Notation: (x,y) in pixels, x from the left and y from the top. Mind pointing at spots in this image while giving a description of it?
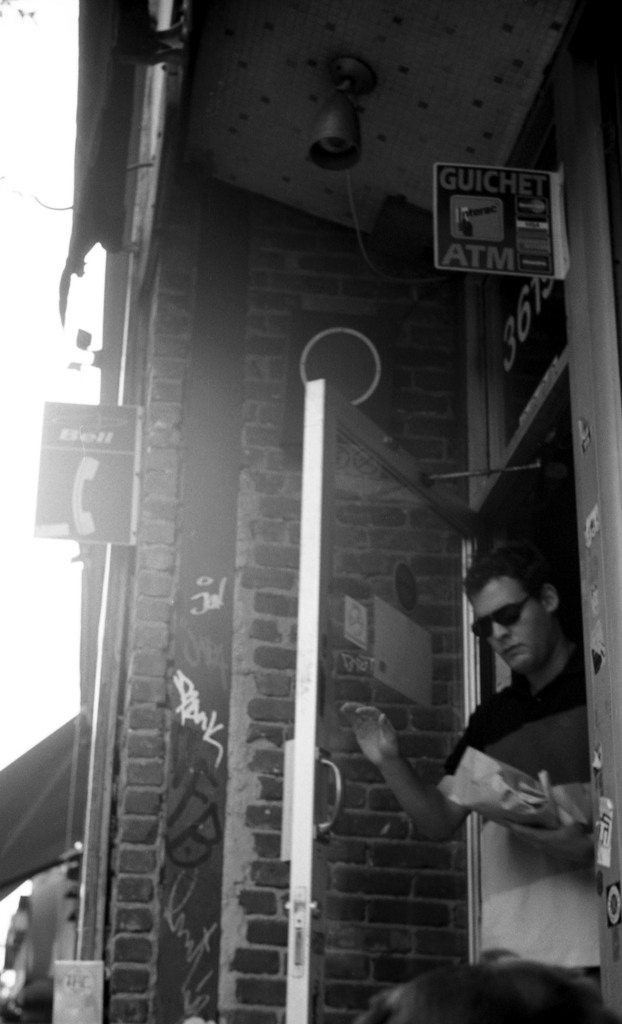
In this image, we can see a person (499,573) in front of the door (351,618). This person (530,833) is wearing clothes (532,859) and sunglasses (508,620). There is wall (209,511) in the middle of the image (214,500).
